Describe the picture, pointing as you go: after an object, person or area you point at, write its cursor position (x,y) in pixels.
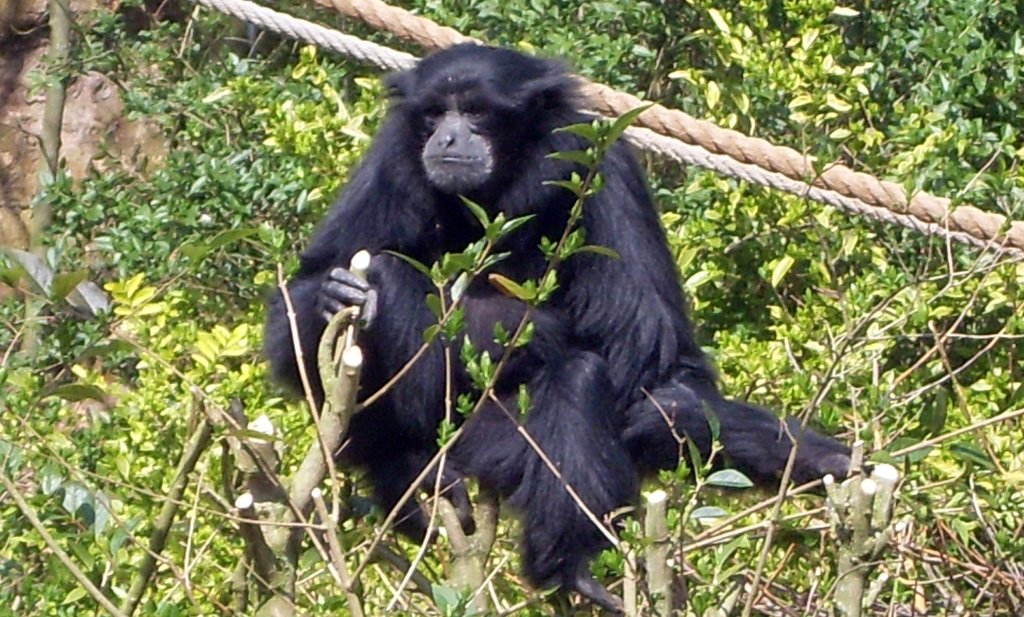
In this picture we can see gibbon (642,189), plants (531,313) and ropes (759,156).
